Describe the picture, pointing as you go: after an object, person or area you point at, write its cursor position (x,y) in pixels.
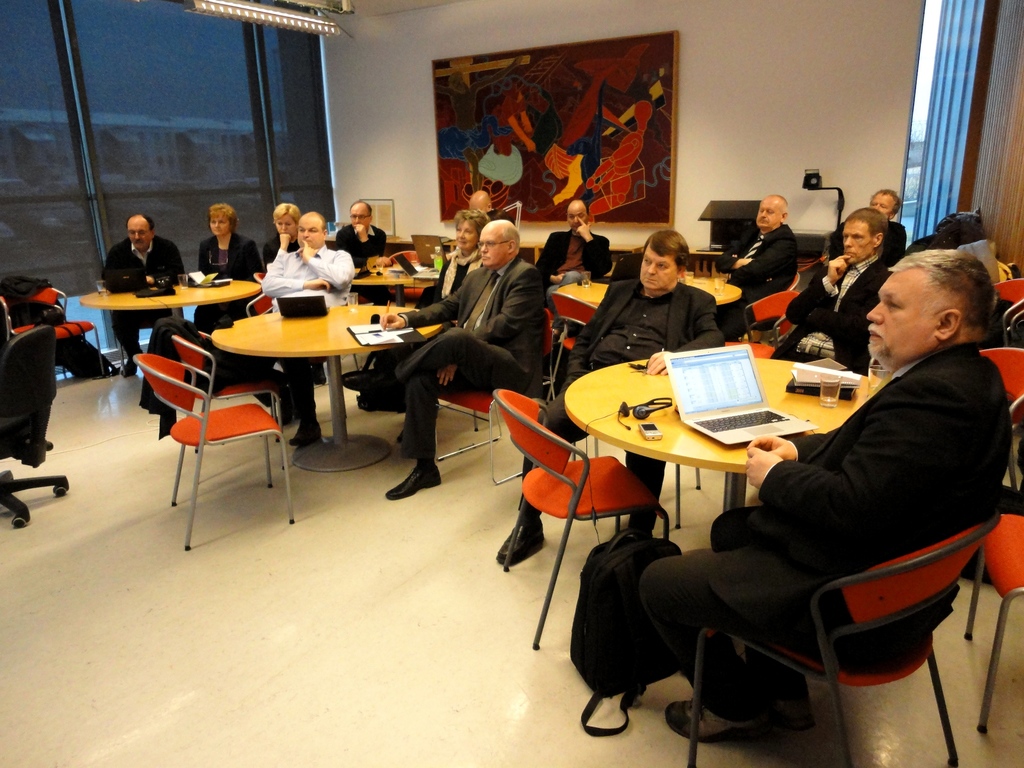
In this image, we can see a group of people (132,223) are sitting on the chairs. Here we can see few tables (369,309), chairs (244,414). Few objects (362,325) and things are placed on it. At the bottom (378,617), there is a floor (236,660). Background (352,115) we can see a wall (399,112), decorative piece (578,175), glass windows (923,126), shades (306,153), light (269,19), some objects (751,203).
